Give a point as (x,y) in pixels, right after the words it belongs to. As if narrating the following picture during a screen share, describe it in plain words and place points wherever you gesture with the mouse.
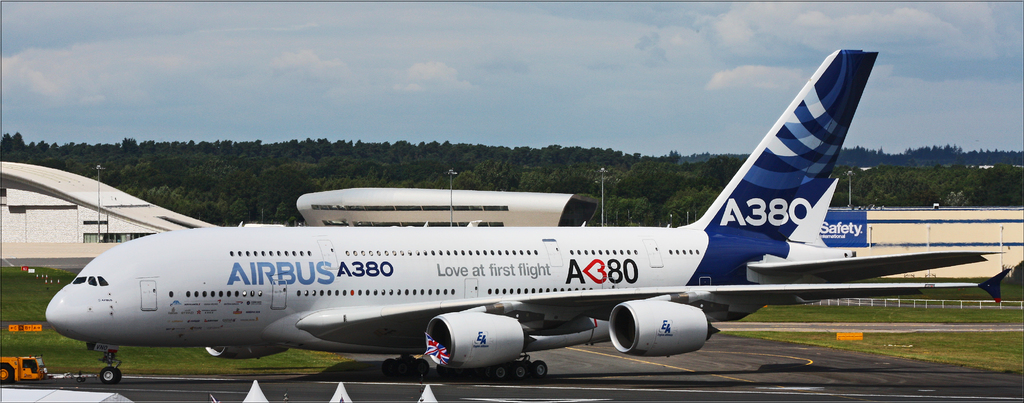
In this picture, we can see a flight (419,244), we can see the road (55,384), and the ground (58,358) with some objects (838,334), we can see buildings (926,208), vehicle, trees (382,166) and the sky (399,69) with clouds (418,80).
